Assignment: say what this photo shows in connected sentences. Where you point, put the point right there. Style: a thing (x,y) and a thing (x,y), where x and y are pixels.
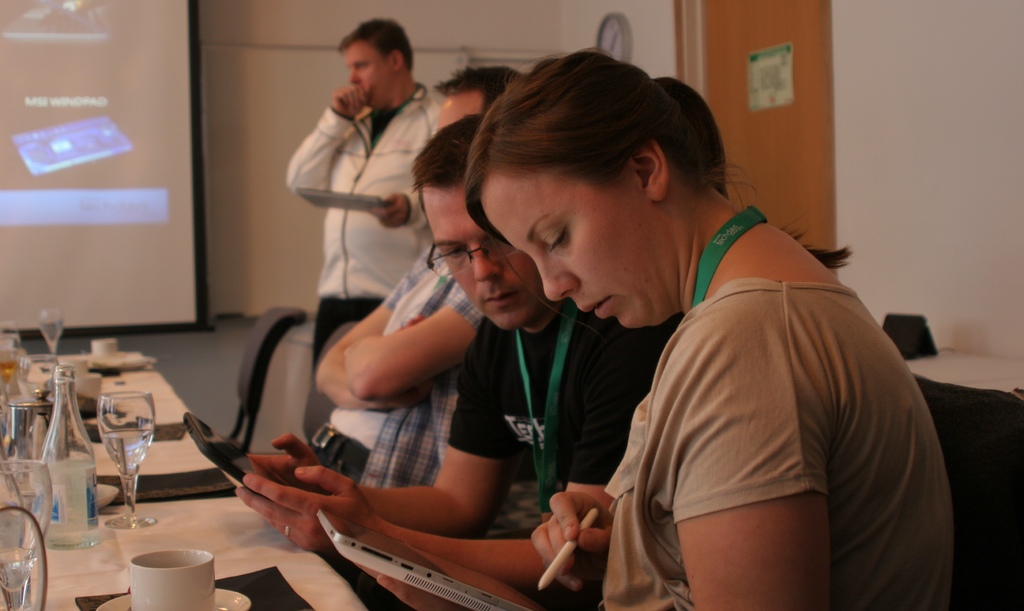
In this picture, we see two men (483,307) and a woman (661,282) are sitting on the chairs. Two of them are holding the tablets (418,550) in their hands (332,478). In front of them, we see a table (183,530) on which glasses (132,479), glass bottles (63,454), cups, saucers (101,493) and some other objects (120,370) are placed. Beside them, we see the empty chairs (239,399). We see a man (324,254) in the white jacket (371,278) is standing and he is holding a tablet (336,197) in his hands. On the right side (952,360), we see a table (997,363), chairs (986,406) and a wall (911,229) on which a clock (626,33) is placed. Beside that, we see a door (787,190). In the left top (191,36), we see a projector screen (100,144).
